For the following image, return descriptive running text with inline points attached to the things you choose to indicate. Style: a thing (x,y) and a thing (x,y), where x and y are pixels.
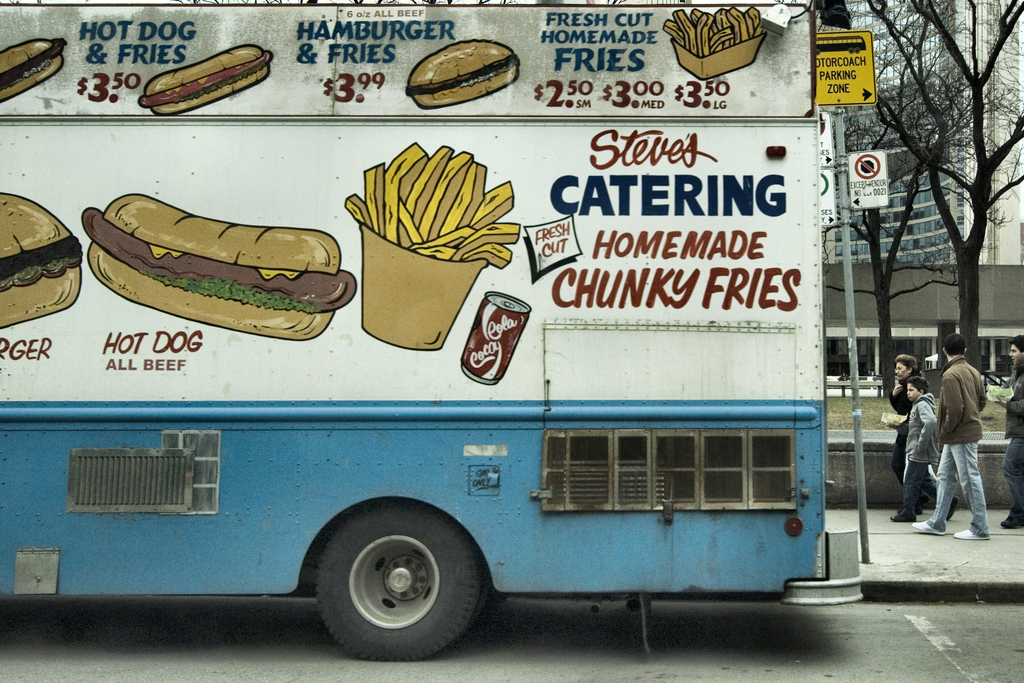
In the image we can see a vehicle (323,383) on the road (672,608). There are even people (960,445) walking, they are wearing clothes (946,460) and shoes (959,535). This is a pole (853,382), board (835,94), trees (933,107), grass (871,411) and a building (882,140).
